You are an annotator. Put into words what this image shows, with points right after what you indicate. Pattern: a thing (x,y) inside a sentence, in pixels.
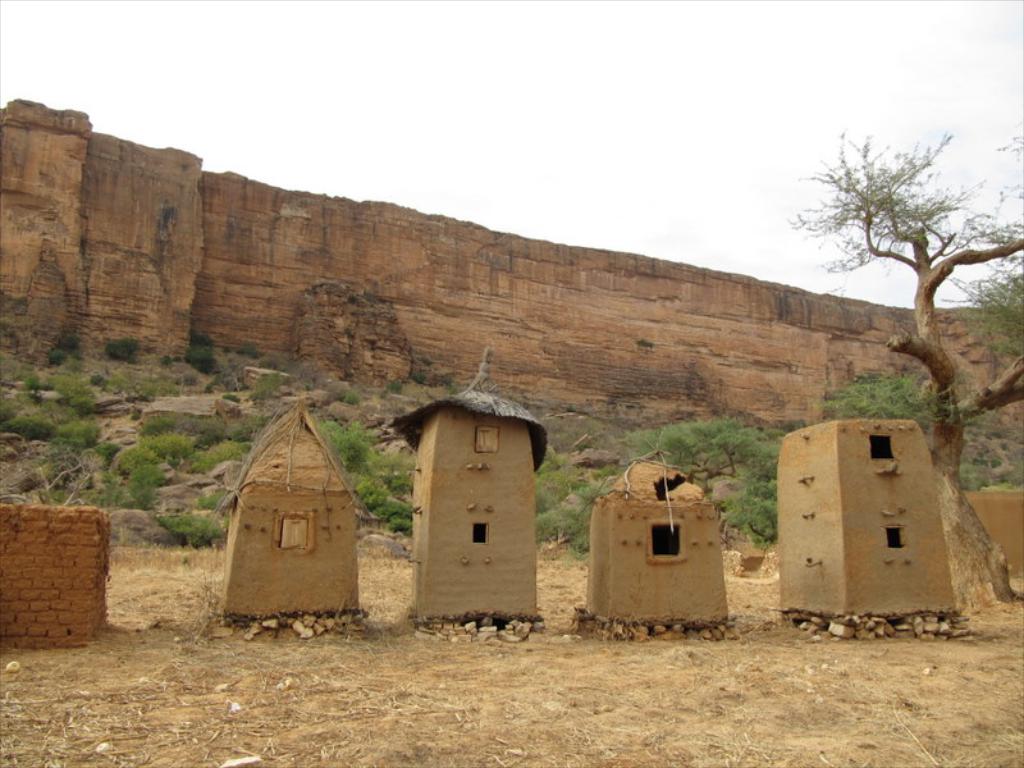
In this picture we can see huts (525,556), in the background (321,340) we can find few trees (700,429) and rocks (293,330).
